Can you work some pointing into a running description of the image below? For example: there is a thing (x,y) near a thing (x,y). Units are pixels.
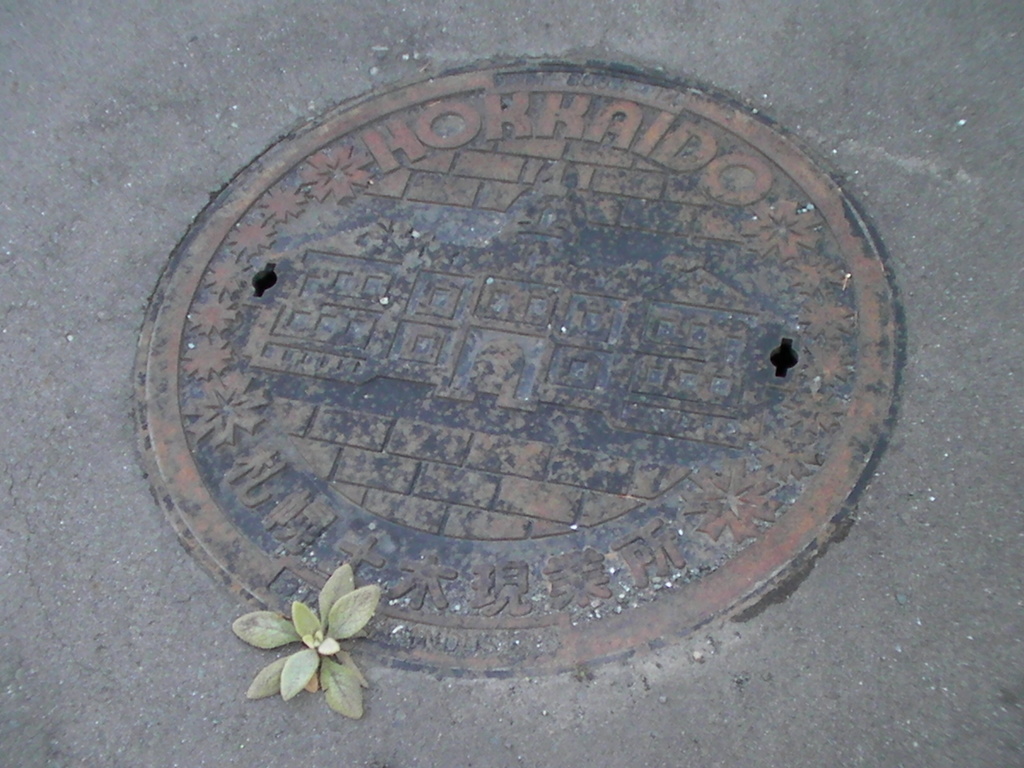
In the image there is a drainage cap (433,266) in between the road (1013,481).
